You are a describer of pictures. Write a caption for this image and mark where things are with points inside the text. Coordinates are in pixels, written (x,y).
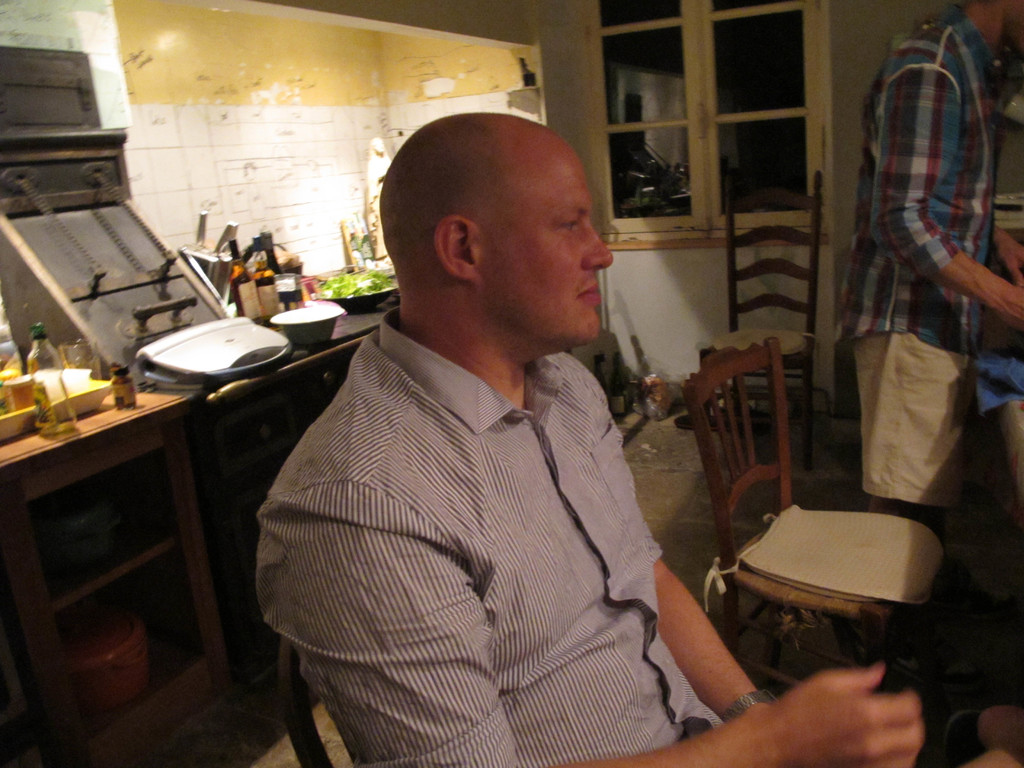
In this Image I see man (744,721) who is sitting and I see another person (865,311) who is standing. In the background (738,248) I see the chairs (734,260), window (692,181), countertop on which there are many things (8,377) and the wall (608,275).
